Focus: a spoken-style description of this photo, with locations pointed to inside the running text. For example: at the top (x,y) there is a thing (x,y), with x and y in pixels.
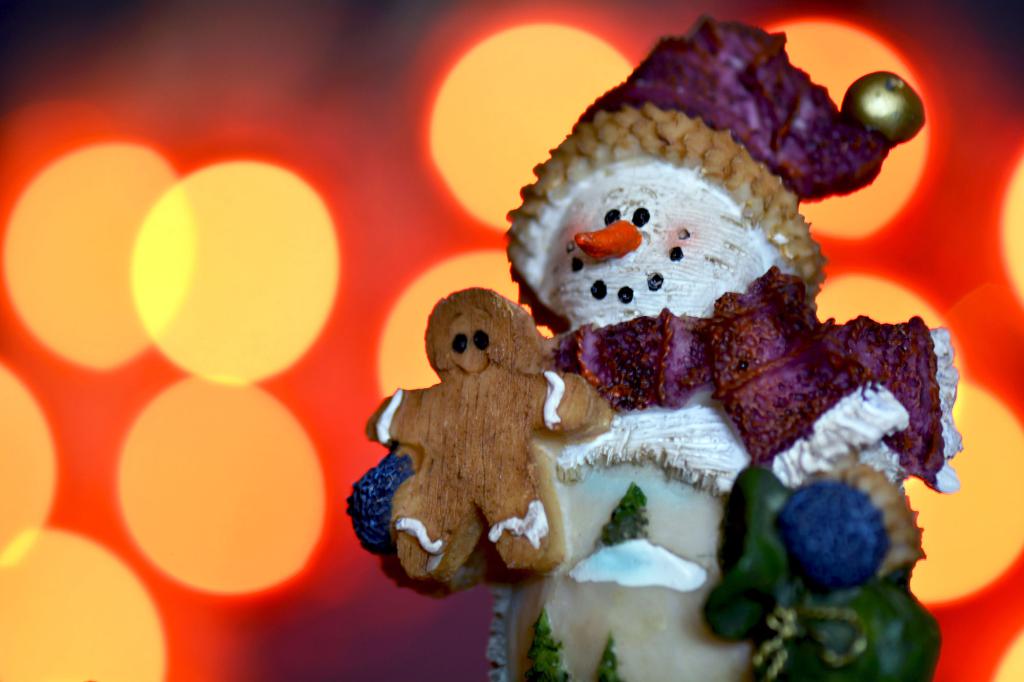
This is a zoomed in picture. On the right (731,258) there is a sculpture (544,297) of a snowman (694,236) holding a gingerbread man (507,437). In the background (504,44) we can see the lights (276,277).
